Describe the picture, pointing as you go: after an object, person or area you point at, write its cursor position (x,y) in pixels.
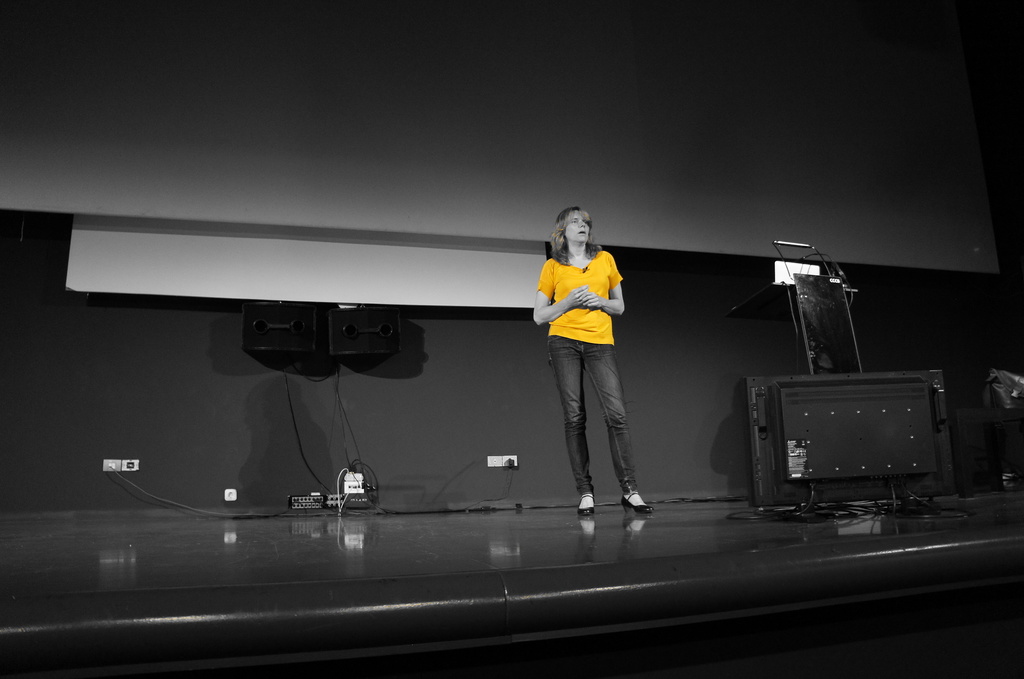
This picture is clicked inside. In the center (570,243) there is a woman (588,286) wearing yellow color t-shirt (588,284) and standing. In the background (983,437) we can see the speakers (378,341), cables (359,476) and many other objects (822,419). On the right corner (990,383) there is an object (1009,376) seems to be a bag (1016,389).
